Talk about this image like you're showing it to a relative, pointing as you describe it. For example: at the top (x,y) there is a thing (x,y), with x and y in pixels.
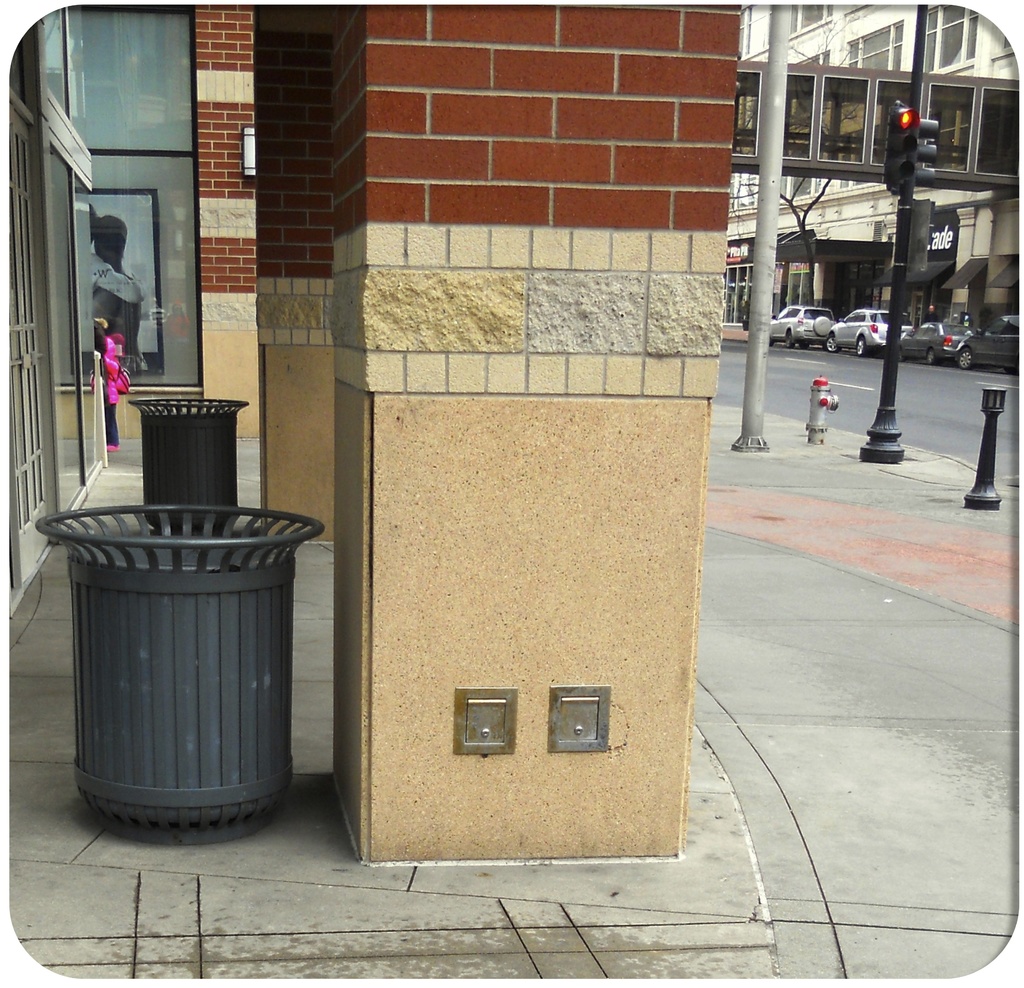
In this image we can see pillars (308,370). Also there are dustbins (153,522). In the back (124,321) there is a glass wall (184,365). Also there is a photo frame (118,220). We can see traffic signal (917,151) with pole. In the back (820,313) there are vehicles (808,310) on the road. Also there is a bridge (826,160) and building (839,46) with windows (851,50).
